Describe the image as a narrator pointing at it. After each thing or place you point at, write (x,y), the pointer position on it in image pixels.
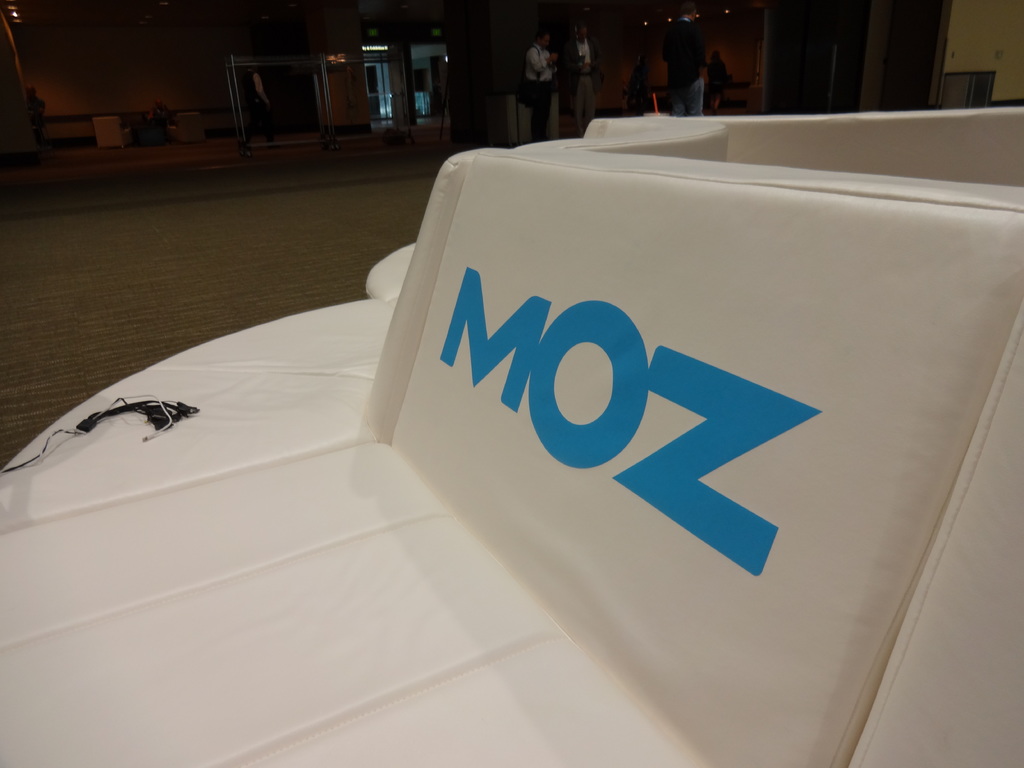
In this image there is a white color object (491,335) with a blue text (791,415) and cables (113,413). In the background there are two chairs (103,134). Few people (35,117) are standing. There is also pillars (460,94) visible in this image. Floor (233,255) is also present.
